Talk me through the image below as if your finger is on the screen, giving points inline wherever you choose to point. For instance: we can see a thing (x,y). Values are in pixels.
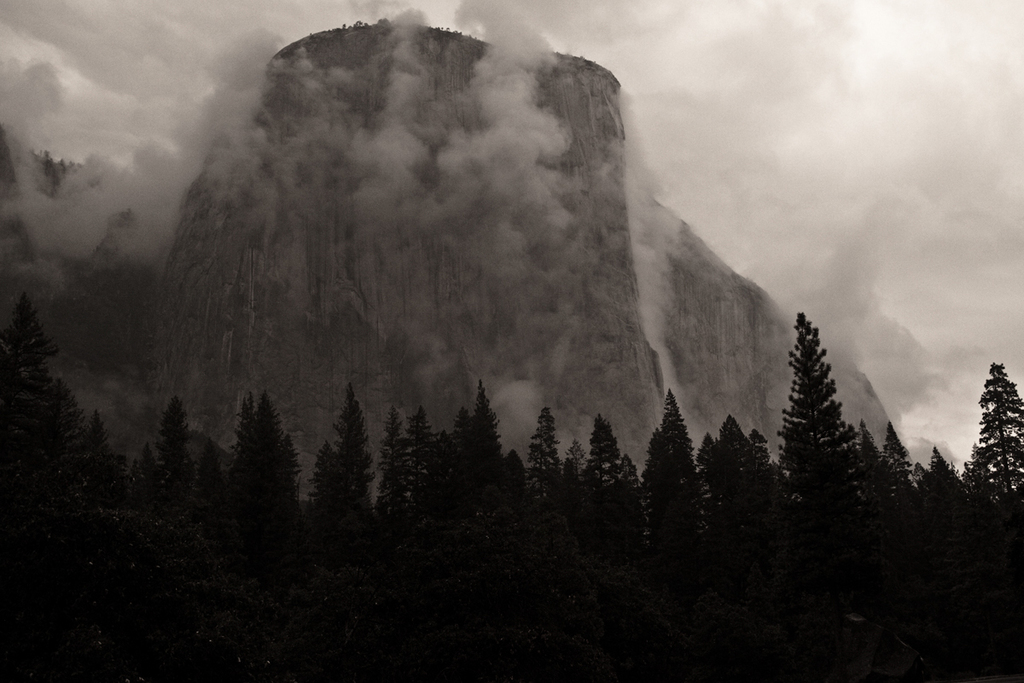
In this image I can see number of trees (624,470), smoke (575,183) and the sky (138,39). I can also see this image is black and white in colour.
